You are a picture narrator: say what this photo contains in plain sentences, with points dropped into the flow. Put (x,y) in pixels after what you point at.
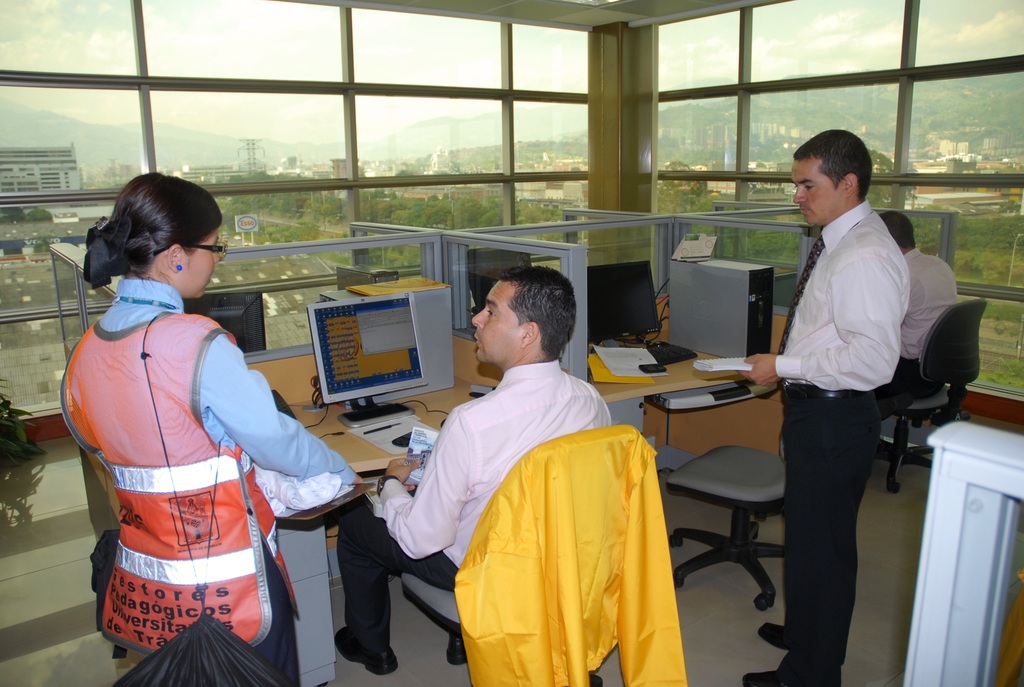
In this image there are two people (856,359) standing on the floor (463,686). There are two people (381,587) sitting on the chairs (907,435). Beside them there is another chair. In front of them there are tables (615,390). On top of it there are computers (436,355) and a few other objects (681,352). On the left side of the image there is a plant (7,456). On the right side of the image (971,617) there is a desk (968,681). In the background of the image (464,172) there are glass windows (464,172) through which we can see trees (323,211), boards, vehicles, buildings (288,301), mountains (889,111) and sky (276,63).
